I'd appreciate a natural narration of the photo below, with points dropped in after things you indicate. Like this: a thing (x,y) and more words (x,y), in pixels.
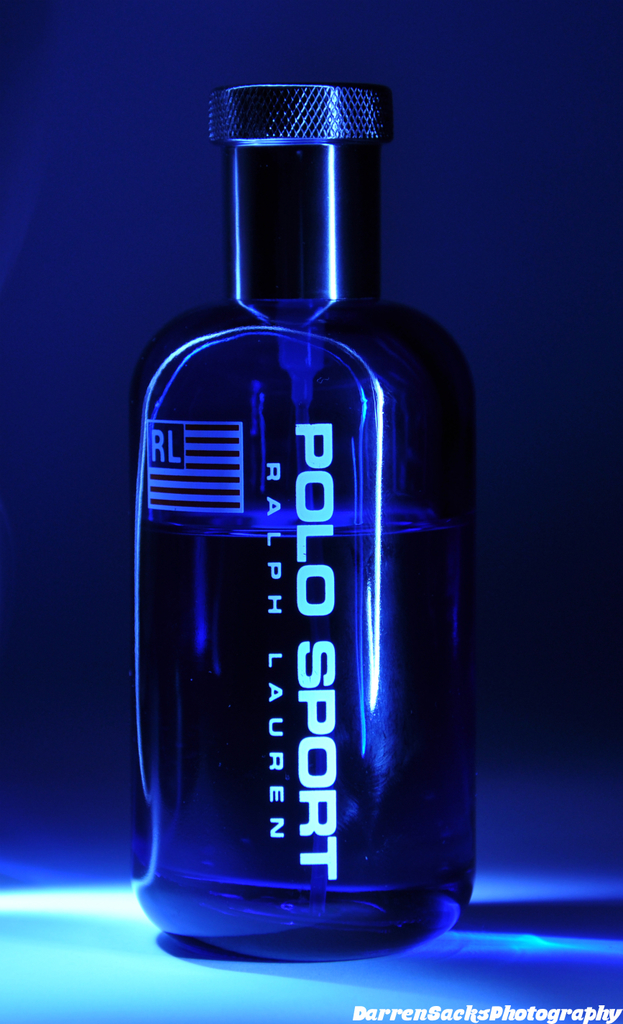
This picture shows a perfume bottle (472,423) and we see a blue background (110,278) on the back (467,195).
